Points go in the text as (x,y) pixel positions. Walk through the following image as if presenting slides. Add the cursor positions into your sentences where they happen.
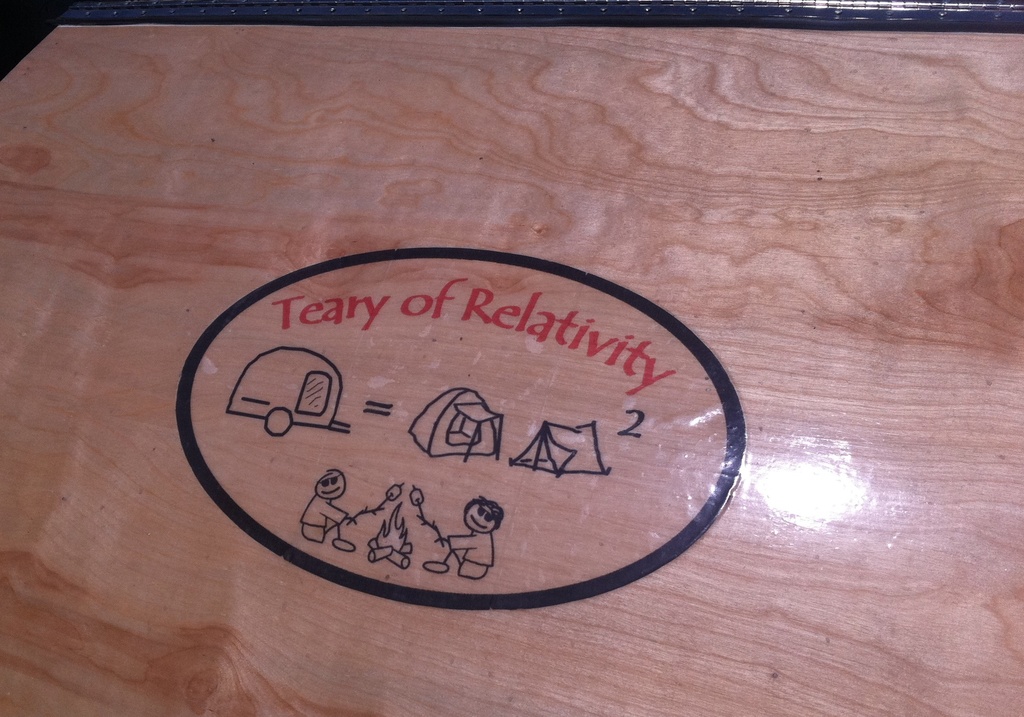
In this image there is a wooden plank (652,128). In the center (486,302) there is text (407,309) on the plank (493,315). There are images of tents (433,425), a vehicle (317,409), two persons (330,510) and fire (381,545).
